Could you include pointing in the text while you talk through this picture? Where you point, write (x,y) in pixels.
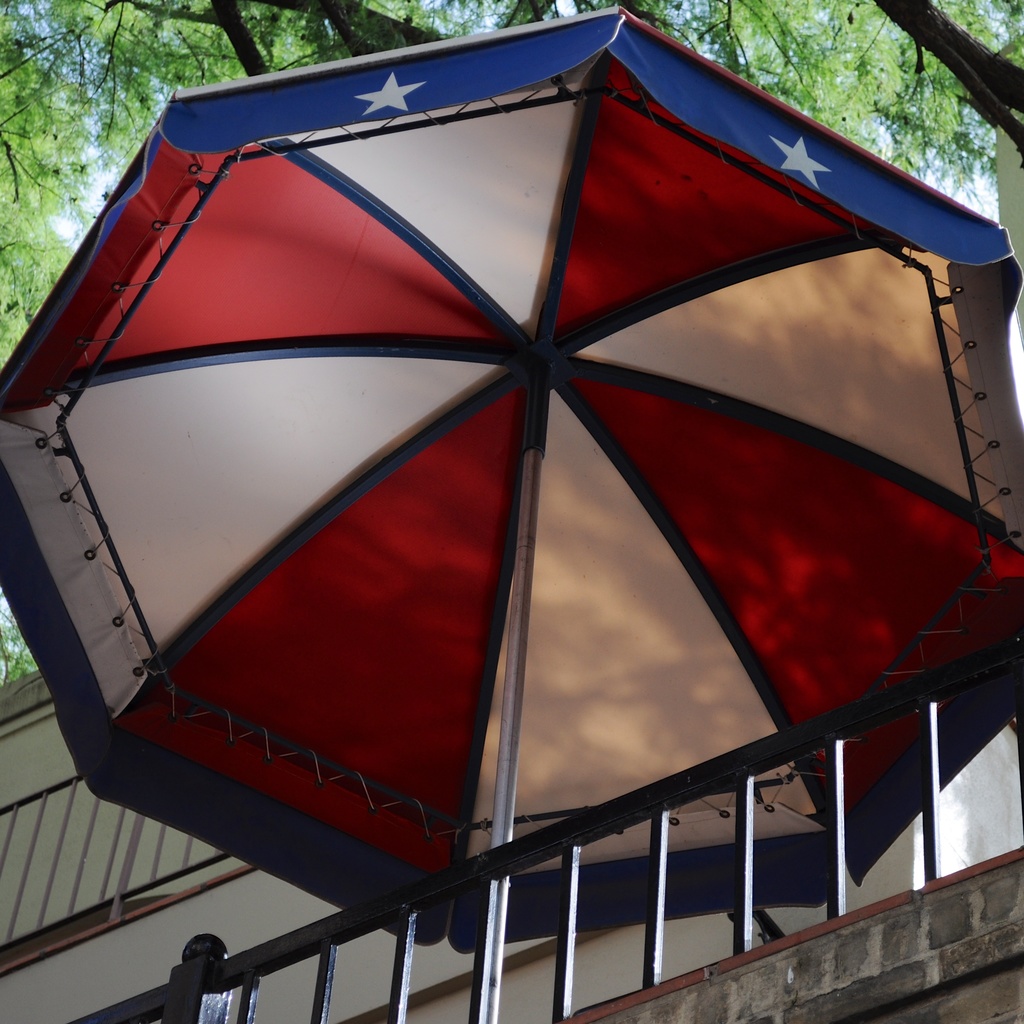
This picture shows a building (24,720) and an umbrella (193,665) and we see trees (220,62) and a blue sky (978,203).
